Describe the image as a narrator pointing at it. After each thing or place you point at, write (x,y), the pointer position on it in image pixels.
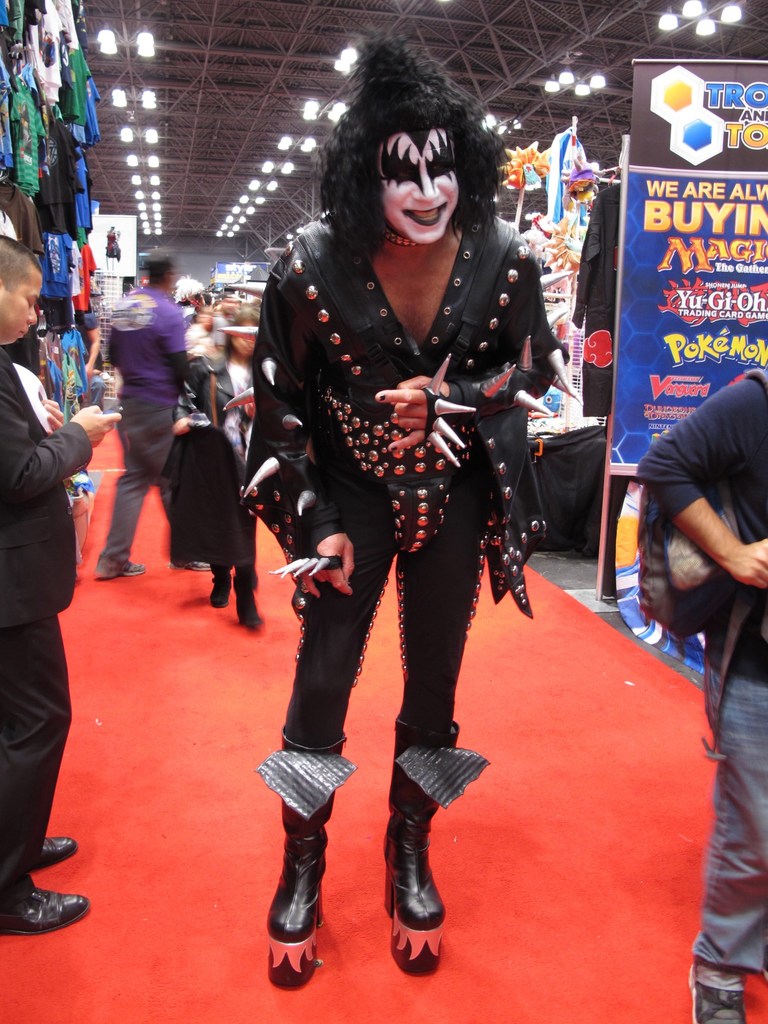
In this image, we can see a person (428,634) wearing a costume (381,543) and standing on the red carpet (340,967). Here we can see people (17,588). In the background (626,428), we can see clothes (44,383), banners (674,370), wall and few objects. At the top of the image (249,139), we can see rods (249,139) and lights (271,183).
